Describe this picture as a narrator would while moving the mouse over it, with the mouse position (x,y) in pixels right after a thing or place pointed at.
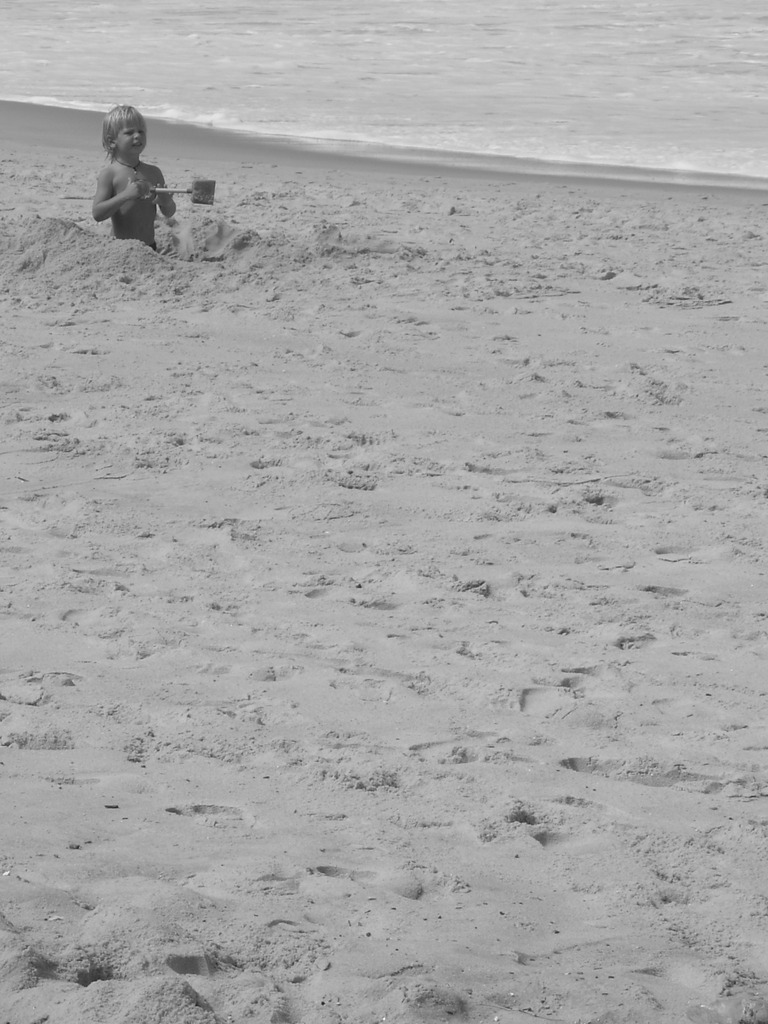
In this image I can see a boy (168,206) is holding some object (194,197). In the background (518,81) I can see water (524,61). This image is black and white in color.
